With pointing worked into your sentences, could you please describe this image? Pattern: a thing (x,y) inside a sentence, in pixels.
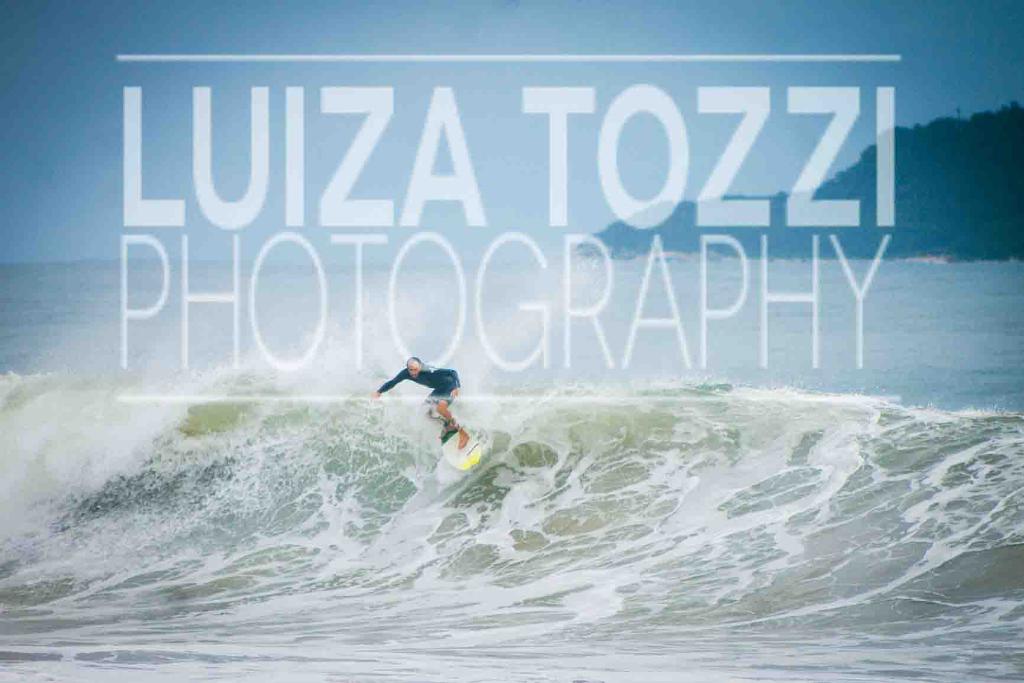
In this image we can see a person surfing in a sea (512,400), behind him there is a mountain (1001,245) and some text (802,185) is written on the image.
